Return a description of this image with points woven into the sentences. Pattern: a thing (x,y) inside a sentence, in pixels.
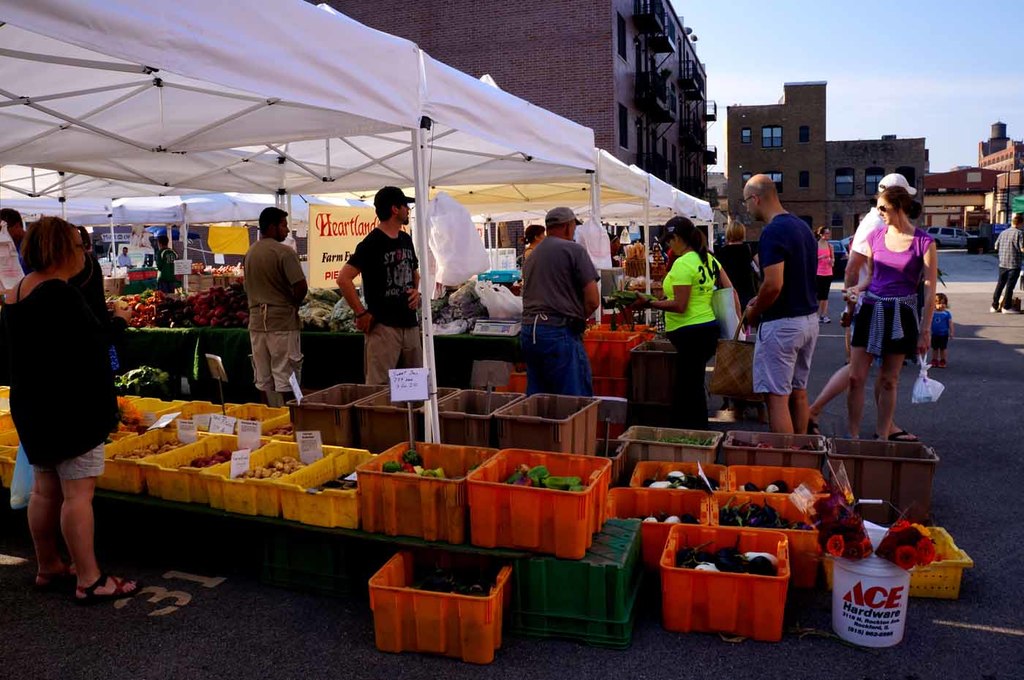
In this image I can see few people (882,324) are standing and few are holding bags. I can see few colorful baskets (449,465) and something is inside. I can see few buildings (532,37), windows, vehicles (950,239), white tents (401,123) and boards (420,395). The sky (940,84) is in blue and white color.
